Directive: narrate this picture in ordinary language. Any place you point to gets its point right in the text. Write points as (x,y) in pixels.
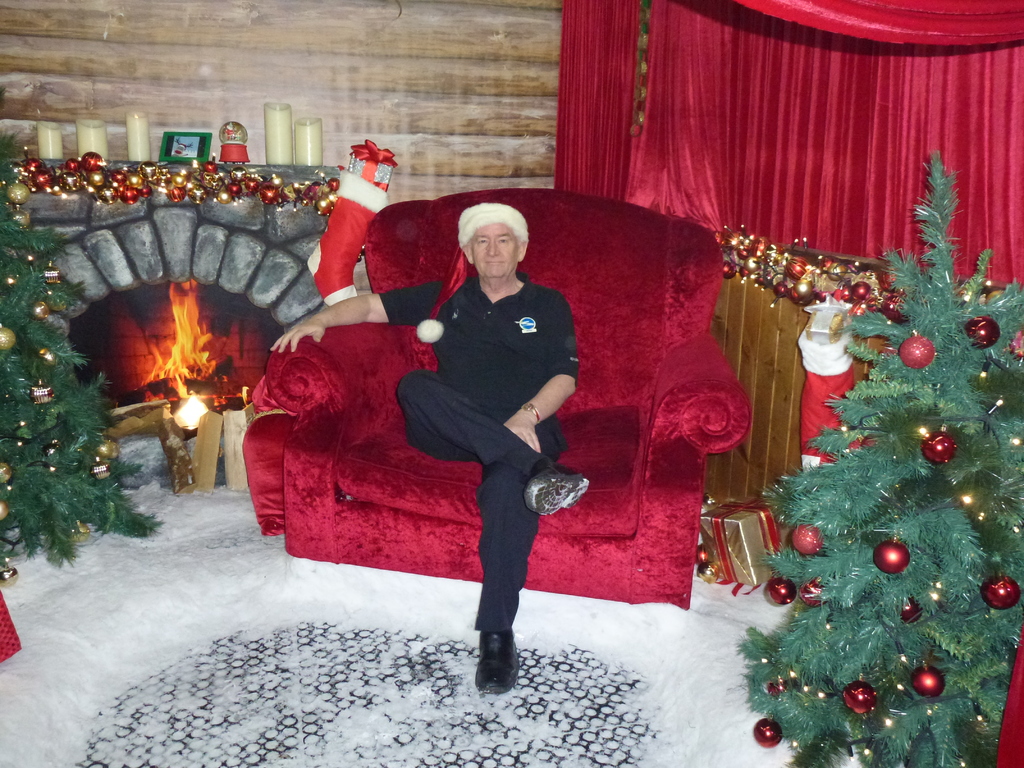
In this image there is snow (638,605) on the ground (467,698). There are trees (932,577) with balls (934,460). There is a sofa (291,352). There is a man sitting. There is a flame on the left side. There is a red color curtain (793,122).
